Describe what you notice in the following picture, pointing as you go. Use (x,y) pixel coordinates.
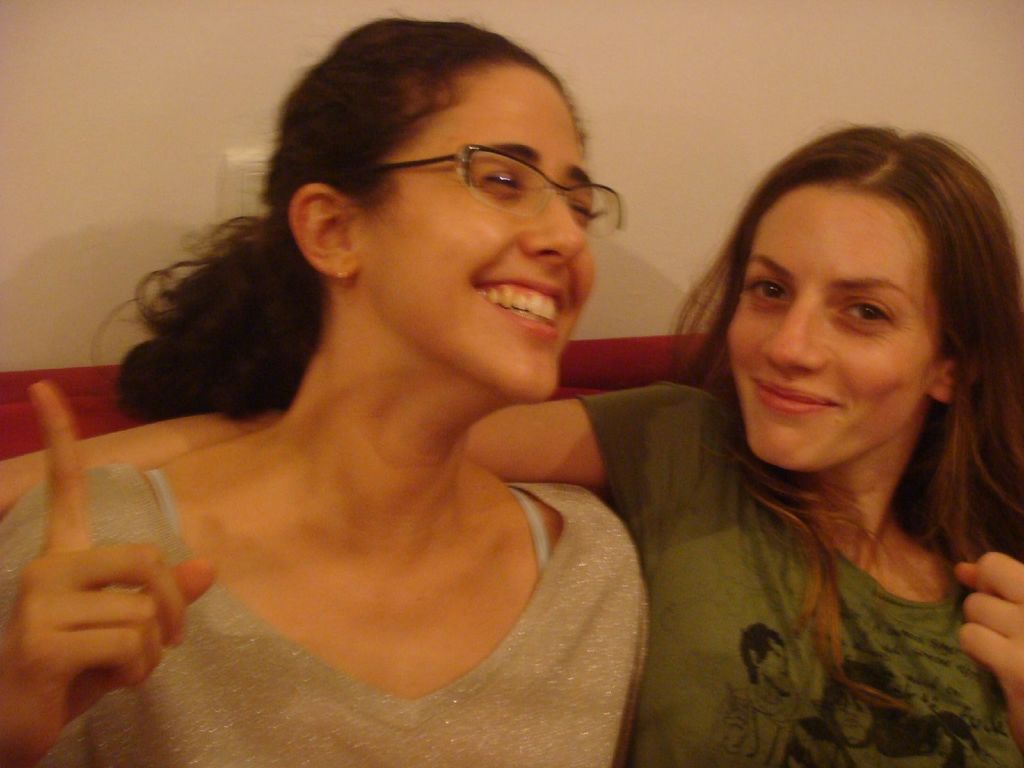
In the center of the image (536,441) we can see two ladies (661,574) sitting. The lady (394,566) sitting on the left (324,659) is wearing glasses (544,184). In the background (730,153) there is a wall (213,119).
